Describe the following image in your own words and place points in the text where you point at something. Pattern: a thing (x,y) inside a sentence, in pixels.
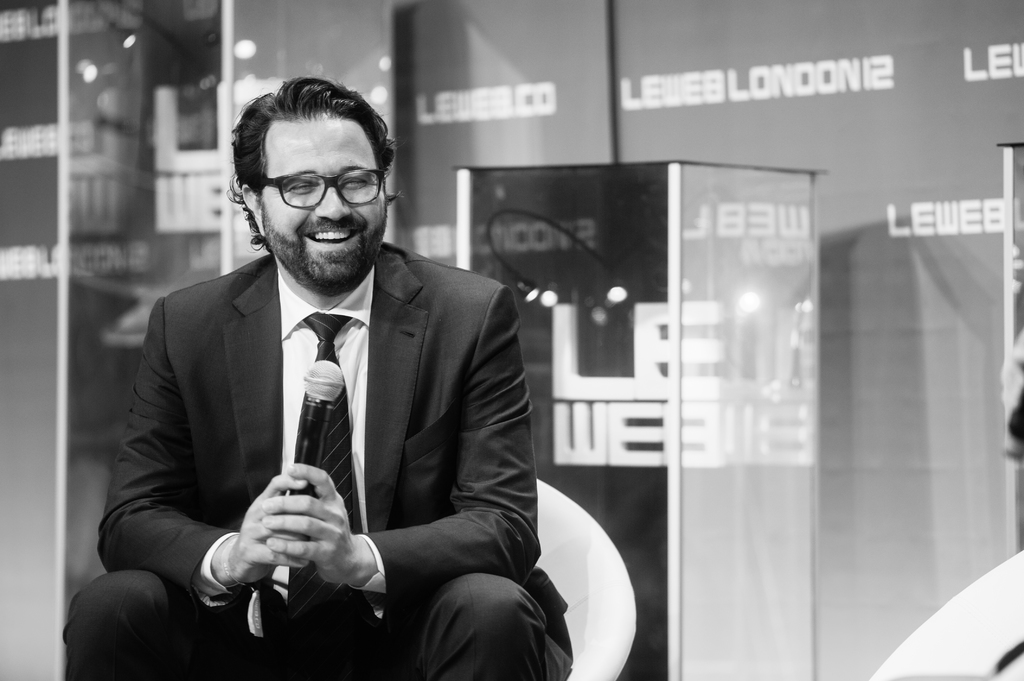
In the foreground of this picture (352,466), there is a man (347,449) holding a mic (311,436) sitting on the chair (582,629). In the background (625,453), there is a podium (632,425) and a banner wall (651,43).
